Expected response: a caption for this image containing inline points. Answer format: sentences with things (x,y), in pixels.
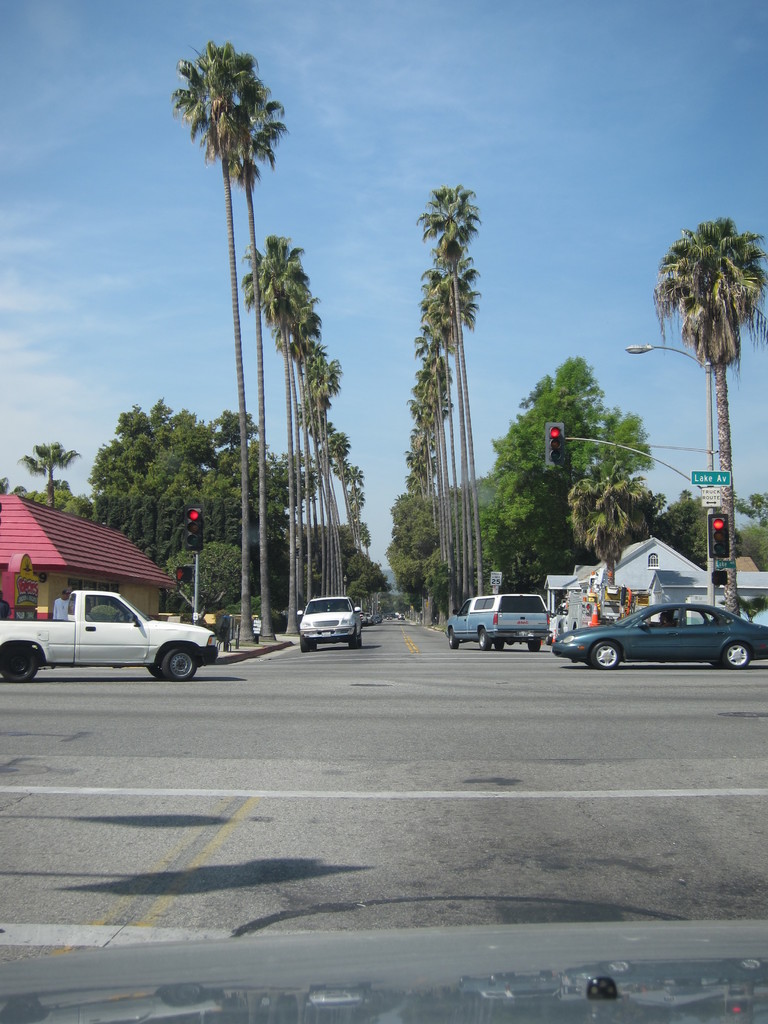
In this image I can see this is the road (455,798), few vehicles (519,614) are moving on this, there are traffic lights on either side of this road (424,654) and also there are trees (453,503). On the left side (99,525) there is a house (111,535), at the top (418,152), it is the sky (416,176).
